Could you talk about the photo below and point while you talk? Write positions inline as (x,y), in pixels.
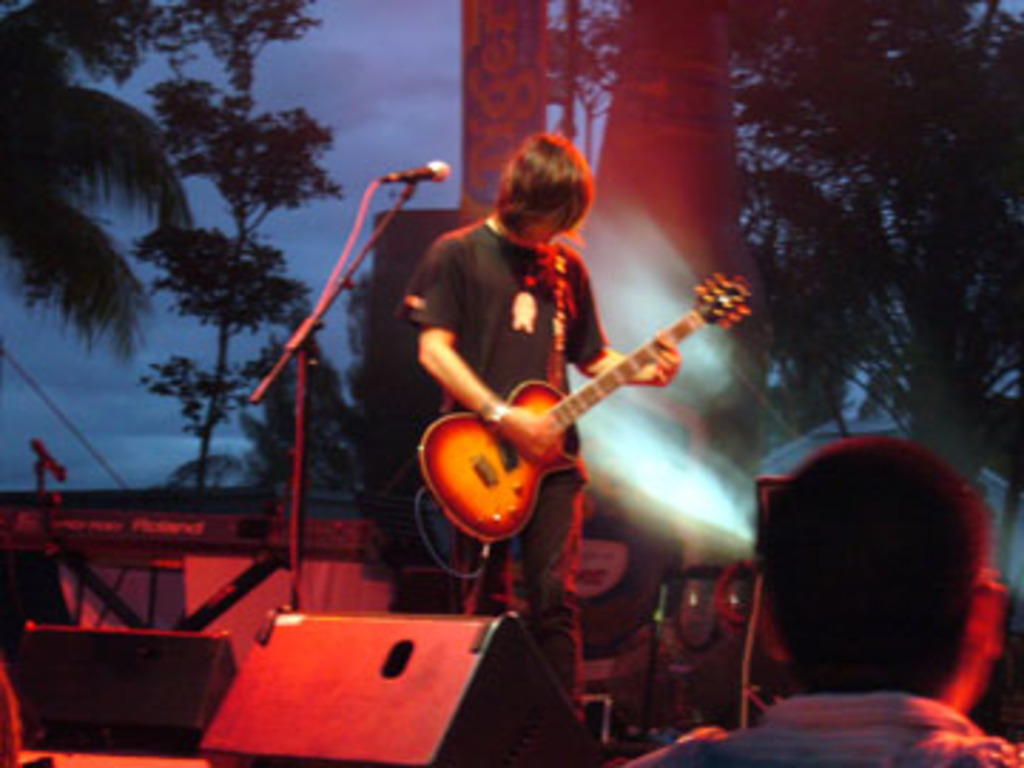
As we can see in the image, there are two persons (833,684). The man (566,568) who is standing on the stage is holding guitar (564,454) in his hands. Beside him there is a mike (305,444) and Behind him there is a banner (501,79). Around banner (519,67) there are few trees (243,114).
